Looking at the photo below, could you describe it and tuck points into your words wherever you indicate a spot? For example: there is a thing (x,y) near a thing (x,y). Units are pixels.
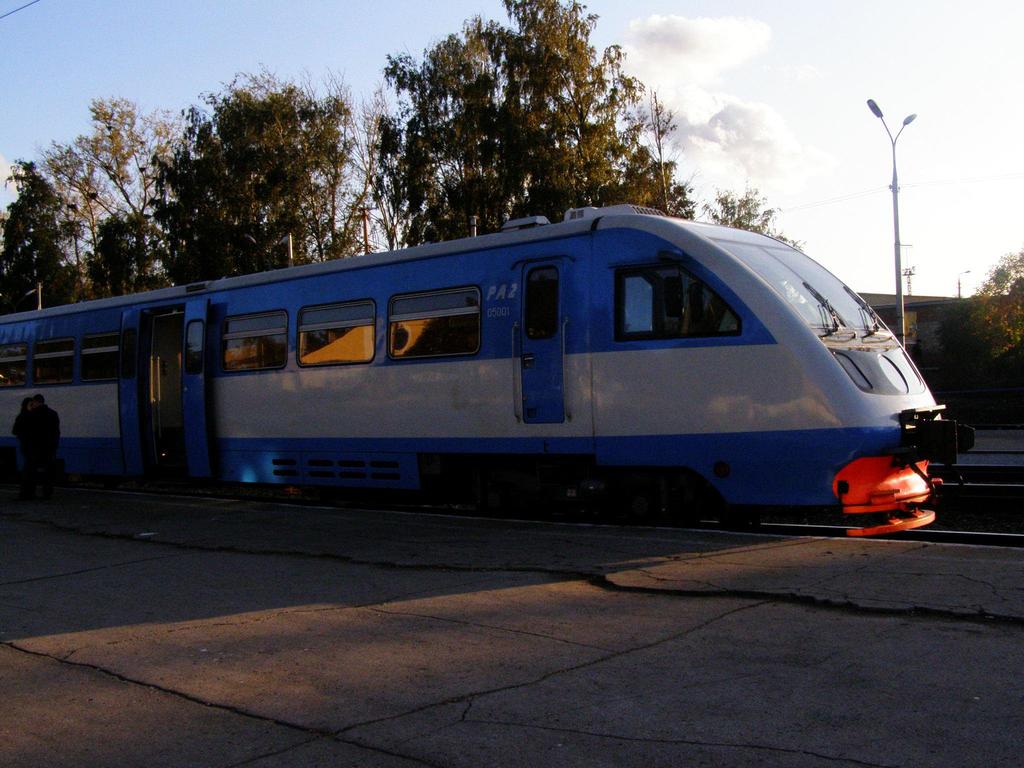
This image consists of a train (529,441) in blue color. At the bottom (430,706), there is a platform (444,637). In the background (263,163), there are trees (507,168). At the top (639,71), there are clouds (707,35) in the sky (931,4).
